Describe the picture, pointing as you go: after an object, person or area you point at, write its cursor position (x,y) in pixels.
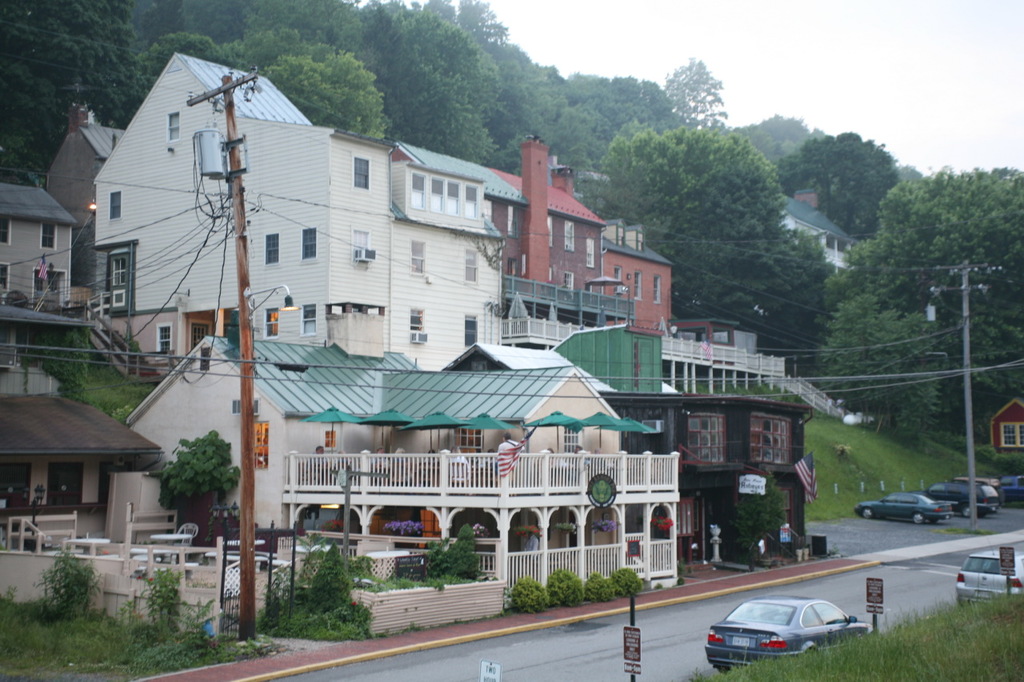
In this picture we can see buildings (384,212), at the right bottom (853,643) there is grass (853,643), we can see a pole (254,478) and some plants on the left side (322,571), in the background (939,309) there are some trees (954,432), cars (961,497), a pole (967,385) and wires (901,374), there is the sky (774,51) at the top of the picture (775,65).
